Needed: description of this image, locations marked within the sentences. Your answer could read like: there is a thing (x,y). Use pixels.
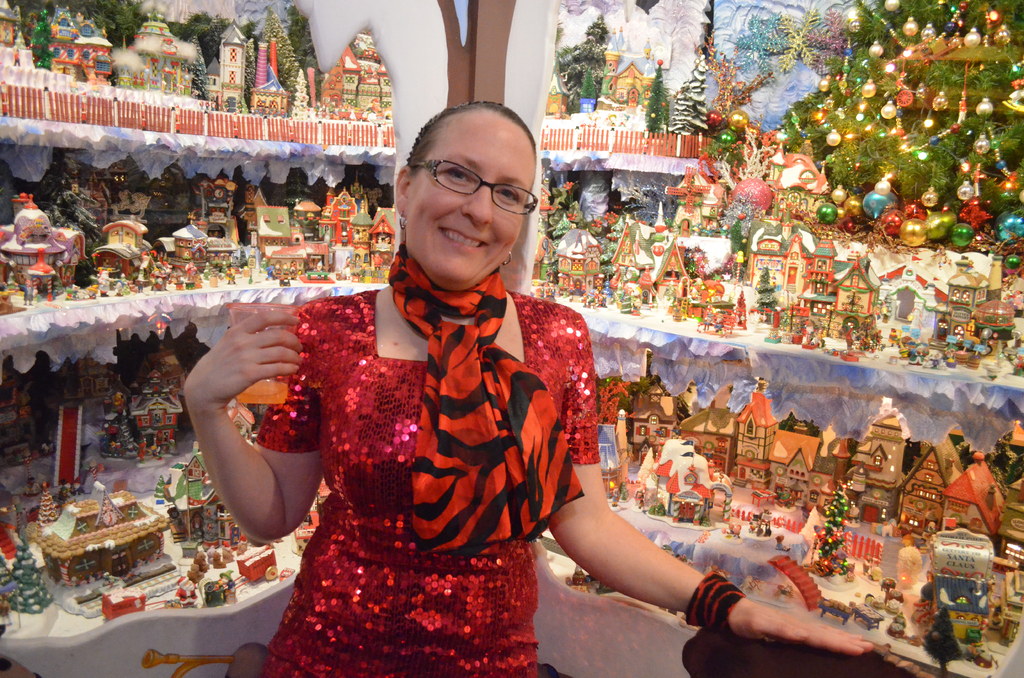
This is the woman (461,623) standing and smiling. She is holding a glass (254,311) in her hand (295,361). In the background (262,90), I can see the colorful toys (184,264) and christmas trees (870,172), which are kept in the rack (862,410).
